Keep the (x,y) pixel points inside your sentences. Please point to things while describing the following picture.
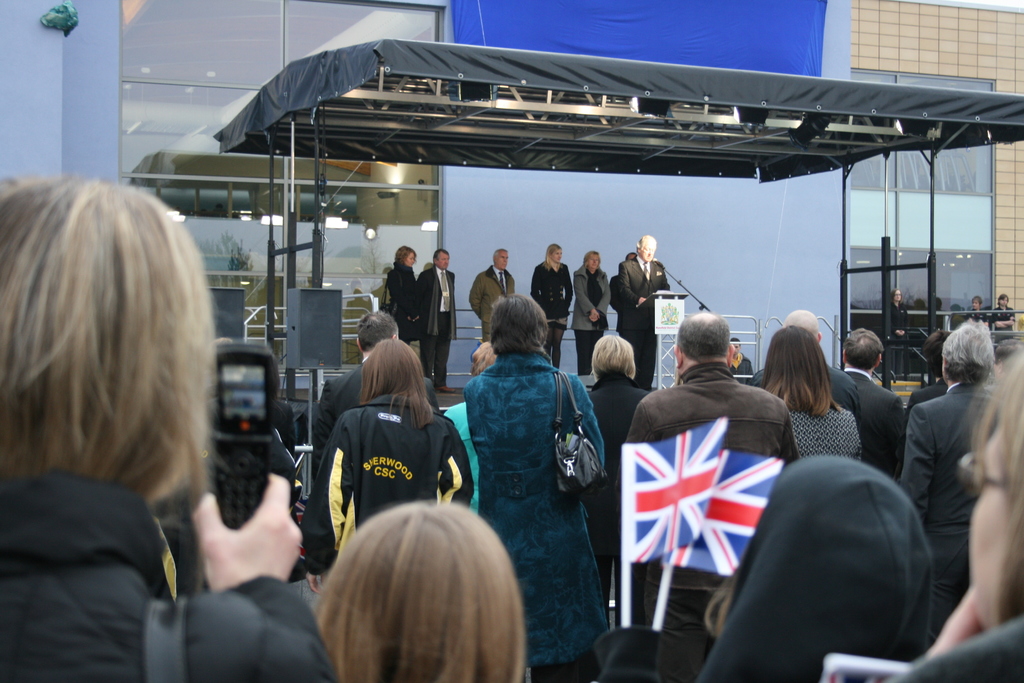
At the bottom of this image (1018,470), there are persons (234,559) in different color dresses (663,402). One of them is holding a mobile (243,354). One of the rest is holding two flags (749,469). In the background (643,355), there are persons (635,309) standing on a stage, one of them is standing in front of a stand (657,366), above them, there is a roof (591,107), there is a building (963,14) and there are other persons (894,290).
